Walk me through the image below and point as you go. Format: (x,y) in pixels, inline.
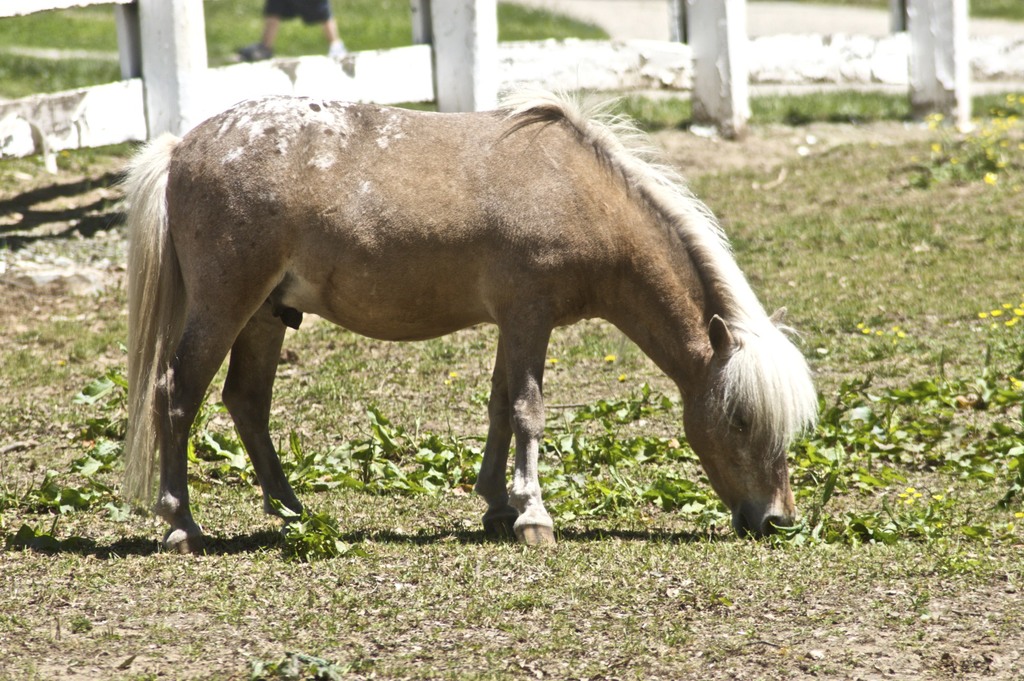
In the center of the picture (596,303) there is a pony (406,294). In the foreground (320,558) there is grass (285,576). In the center of the picture (474,407) there are plants (377,420) and grass (307,426). In the background (524,29) there are railing (143,44), grass (218,41) and a person's legs (270,44).
